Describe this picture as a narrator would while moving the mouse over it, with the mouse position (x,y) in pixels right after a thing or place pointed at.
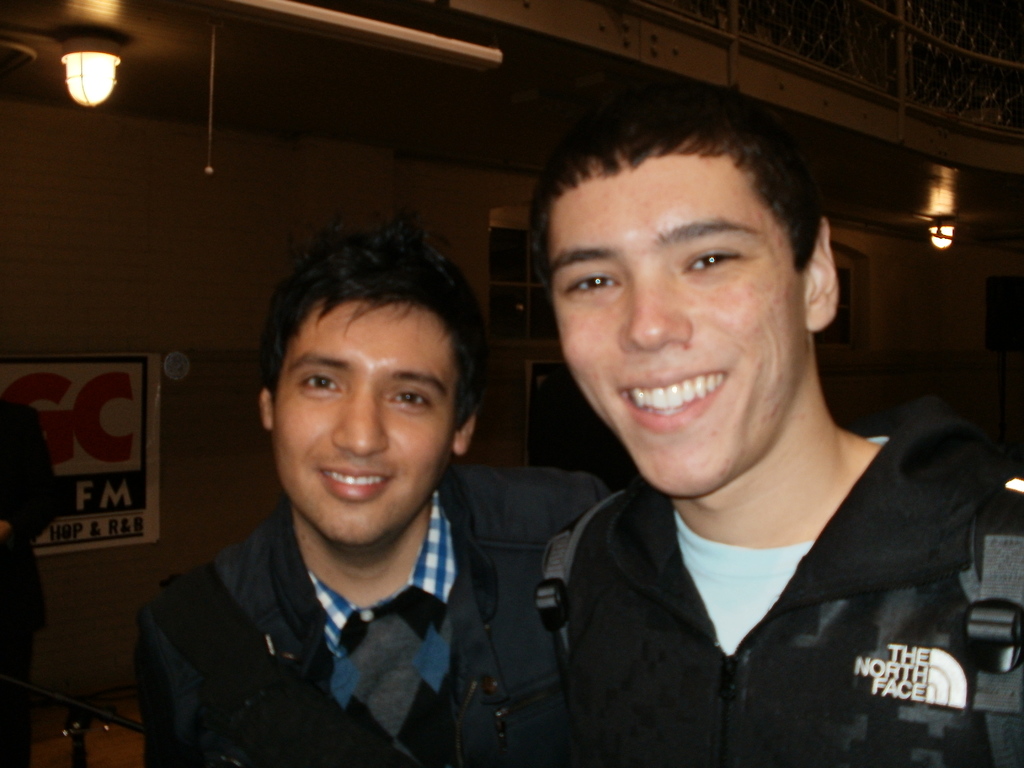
In the center of the image (375,341) we can see two people (512,516) standing and smiling. In the background (454,204) there is a wall (865,239) and windows (853,290). On the left (111,421) there is a board (123,435). At the top (82,65) there are lights (76,78).
